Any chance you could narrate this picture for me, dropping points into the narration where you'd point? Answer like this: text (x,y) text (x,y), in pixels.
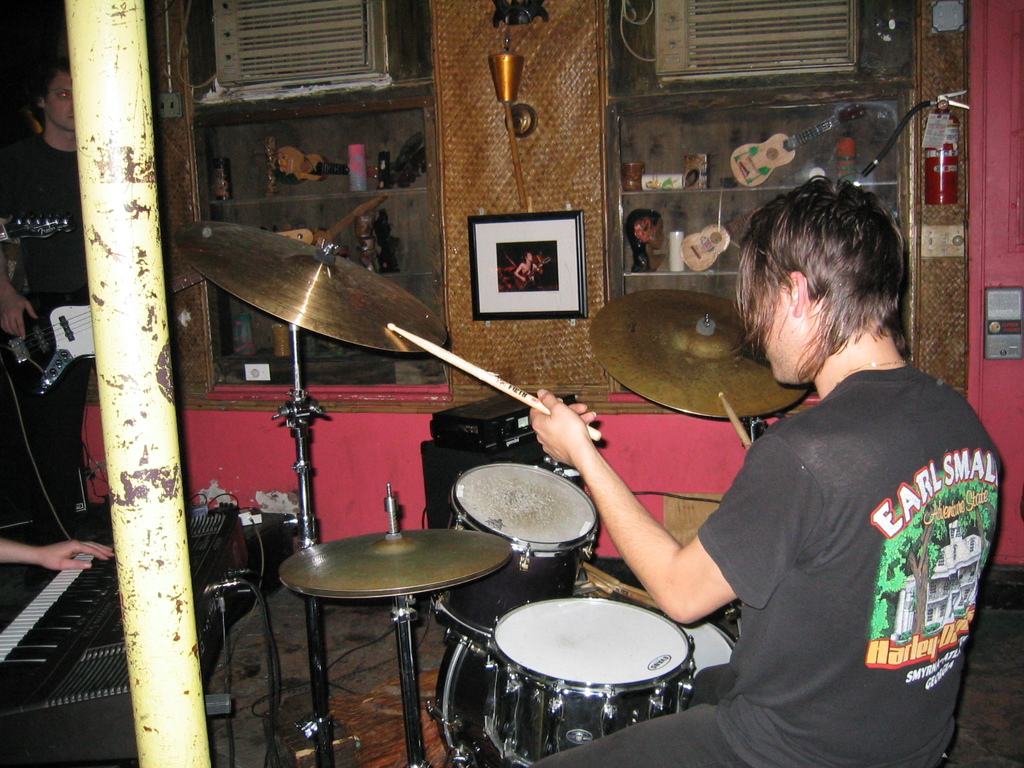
This picture seems to be clicked inside the room (867,83). On the right (847,433) we can see a person (871,410) wearing black color dress (847,561), sitting and holding drumsticks (478,372) and seems to be playing cymbals (350,314) and drums (494,532). On the left (67,559) we can see the hand (67,559) of a person (51,554) seems to be playing piano (57,656) and we can see a person (53,158) wearing a black color dress (57,198) standing and seems to be playing guitar (84,333) and we can see a metal rod (183,557) and some objects (442,474) are placed on the ground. In the background (936,134) we can see a fire extinguisher (936,121), picture frame (526,252) hanging on the wall (563,149) and we can see the shelves (834,100) containing some show pieces (671,181) of guitars (717,235) and many other objects (676,242). At the top (265,65) we can see some other objects (697,40).
